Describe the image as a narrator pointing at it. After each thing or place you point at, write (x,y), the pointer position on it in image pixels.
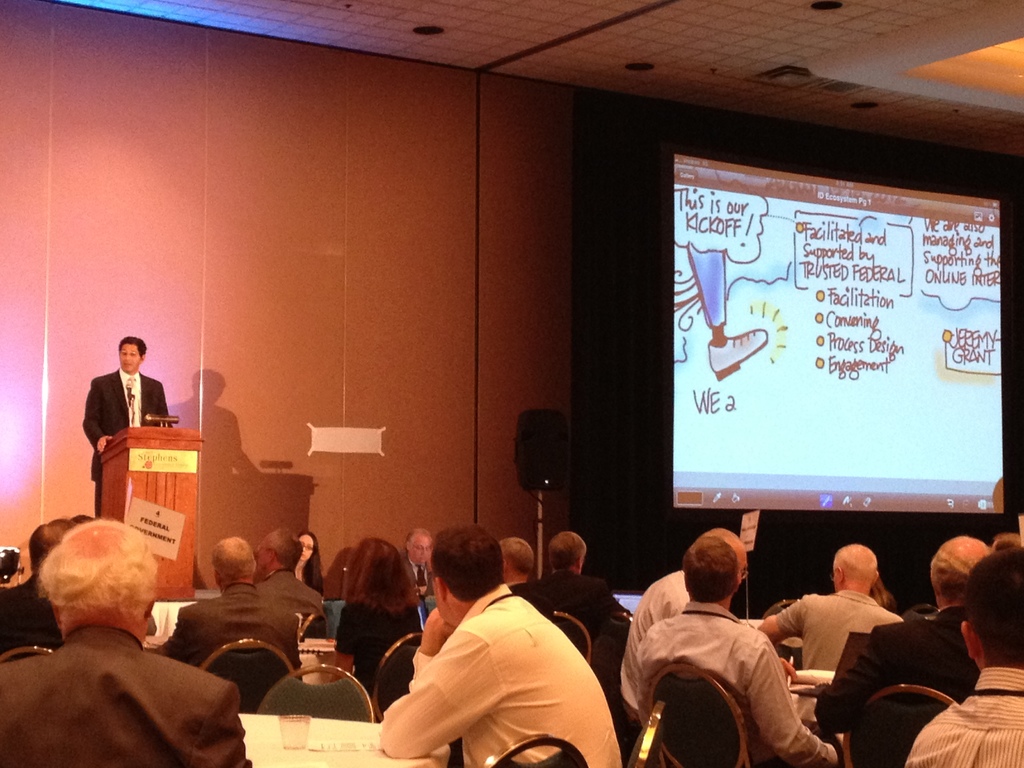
There are persons (714,548) in different color dresses (828,642) sitting on chairs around the tables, on which there are some objects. In the background (768,470), there is a screen (841,400) arranged, there is a person (100,440) standing in front of a stand (139,427), there is a wall (184,410) and there is a roof (916,44).
